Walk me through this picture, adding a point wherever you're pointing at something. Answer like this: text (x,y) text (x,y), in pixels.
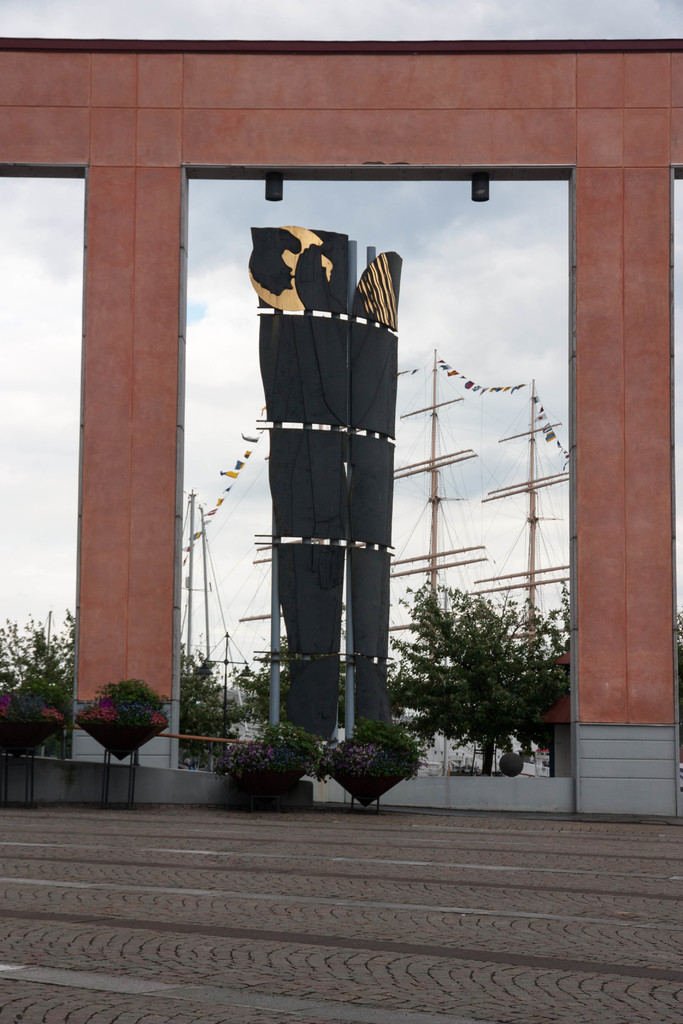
In this image, we can see poles (275,604), trees (564,673), plants (101,709), pillars (630,695) and black objects (287,604). At the bottom (412,1023), there is a path (193,920). Background (271,586) we can see the sky (13,476).
